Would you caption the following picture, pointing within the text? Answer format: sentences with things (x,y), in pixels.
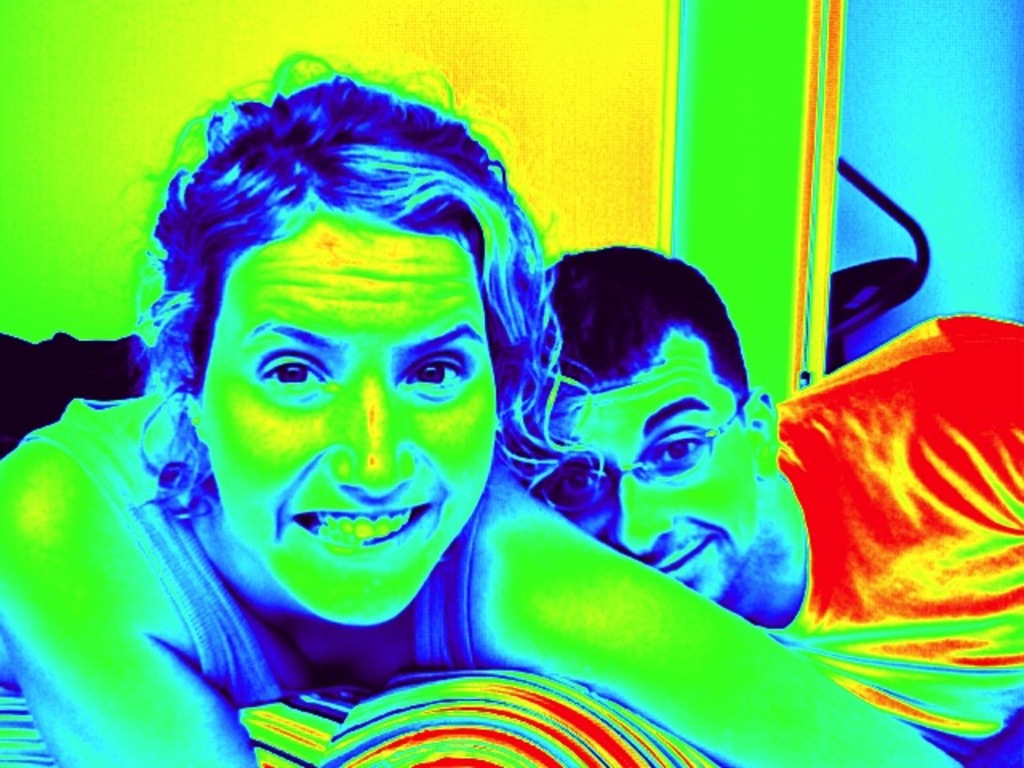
In this image I can see two people (536,388) a man (656,488) and a woman (256,478) posing for the picture. This is an edited image.
